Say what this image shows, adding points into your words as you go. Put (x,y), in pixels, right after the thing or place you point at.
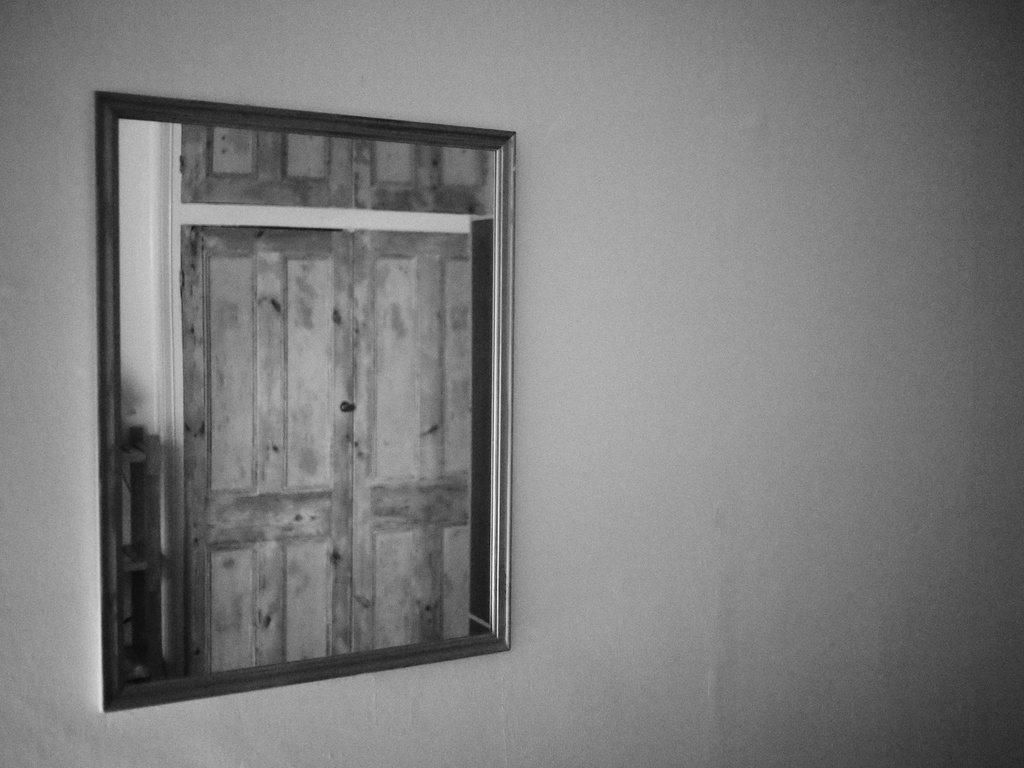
This picture is a black and white image. In this image we can see one mirror (170,510) attached to the white wall (402,70).
